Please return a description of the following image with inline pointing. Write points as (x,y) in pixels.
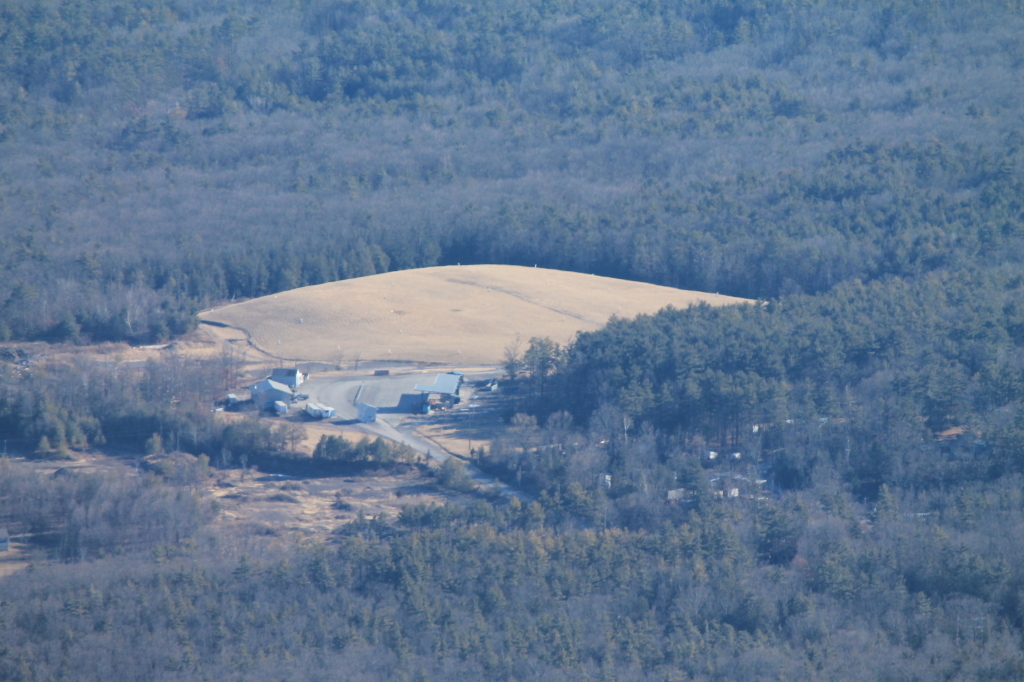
In this image we can see a forest (598,148). There are many trees (706,406) in the image. There are few houses (269,384) in the image. There is a plain land (409,318) and a road (309,395) in the image.
